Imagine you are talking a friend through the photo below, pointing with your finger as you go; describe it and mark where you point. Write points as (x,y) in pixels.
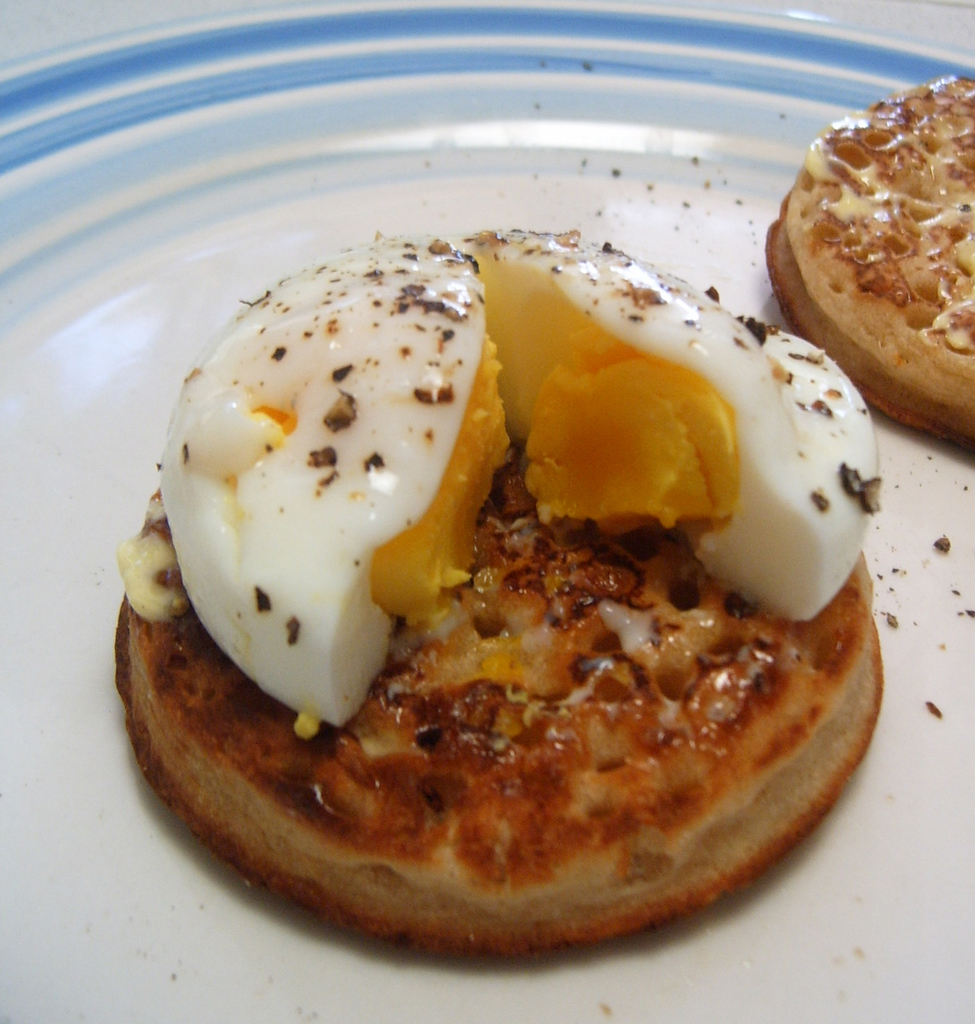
In this image, we can see there are food items (404,867) arranged on a white color plate (225,1002). And the background is white in color.
